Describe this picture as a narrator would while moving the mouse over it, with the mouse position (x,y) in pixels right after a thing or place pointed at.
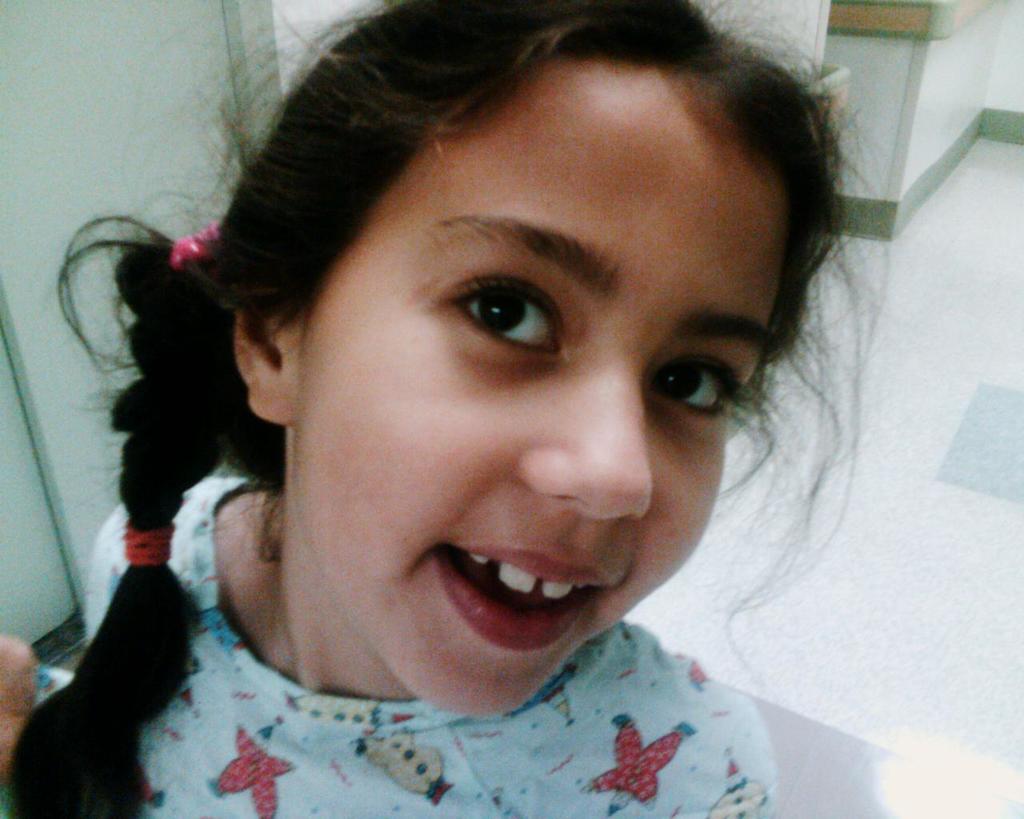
In this image we can see a girl (534,482), who is wearing blue color t-shirt (430,723). Behind her white color floor (929,281) and walls (894,63) are there.
